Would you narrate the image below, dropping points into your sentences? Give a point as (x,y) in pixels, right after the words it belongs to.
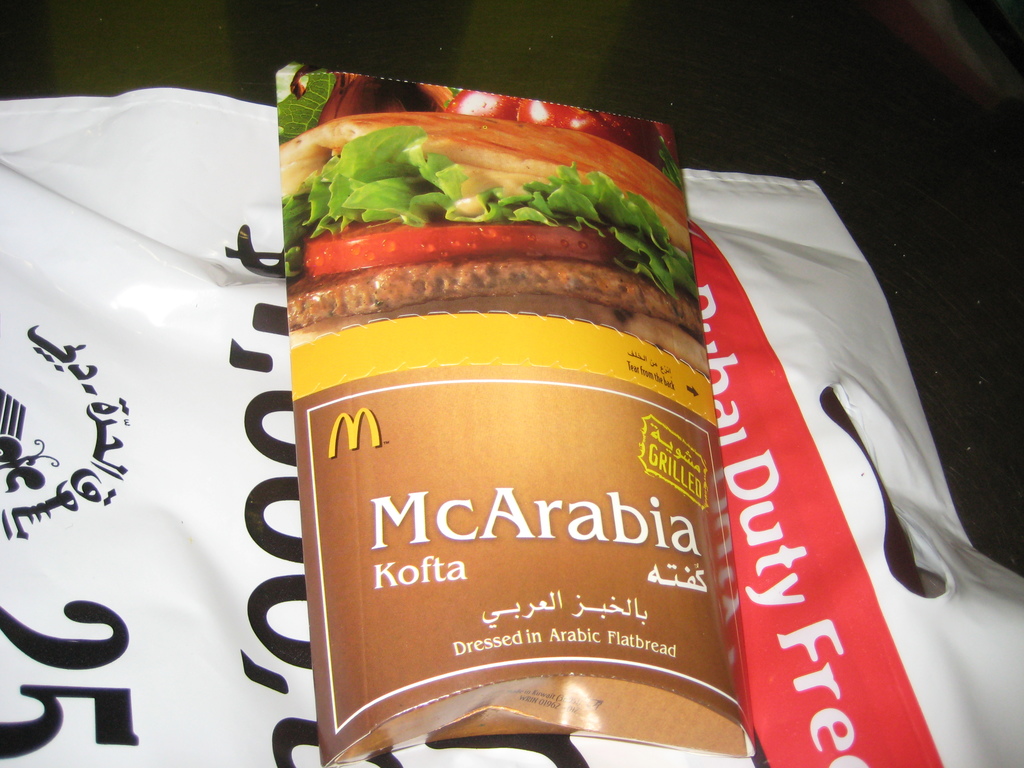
In this image there is a pack (416,291) on a cover (867,295), in the background (588,59) it is dark.
